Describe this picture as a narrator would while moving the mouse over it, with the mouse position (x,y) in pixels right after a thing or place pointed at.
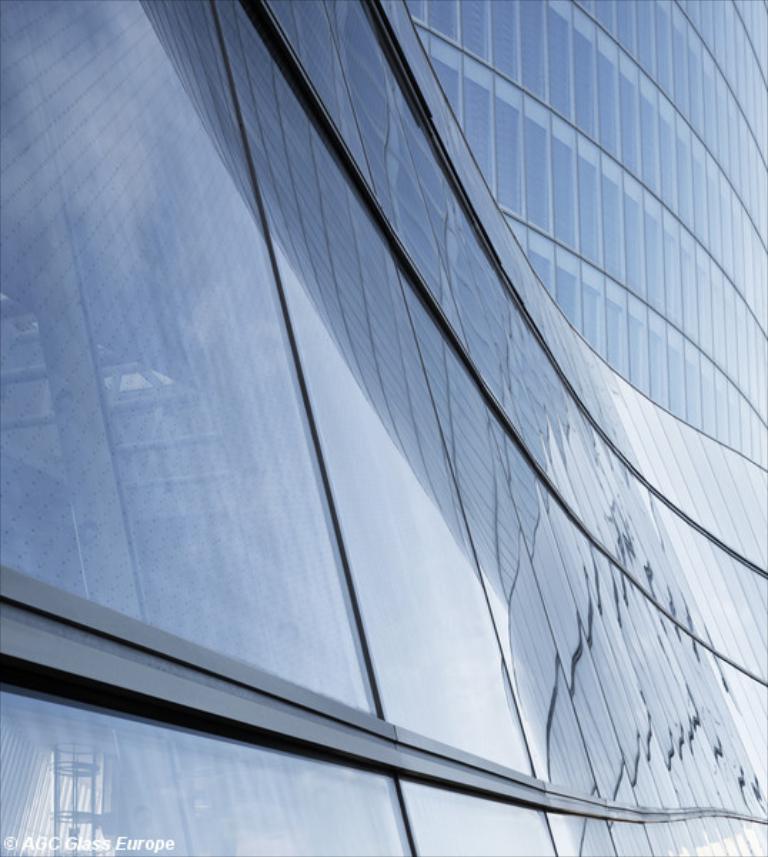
In this image I can see a glass building (524,306) and on the bottom left side of this image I can see a watermark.
